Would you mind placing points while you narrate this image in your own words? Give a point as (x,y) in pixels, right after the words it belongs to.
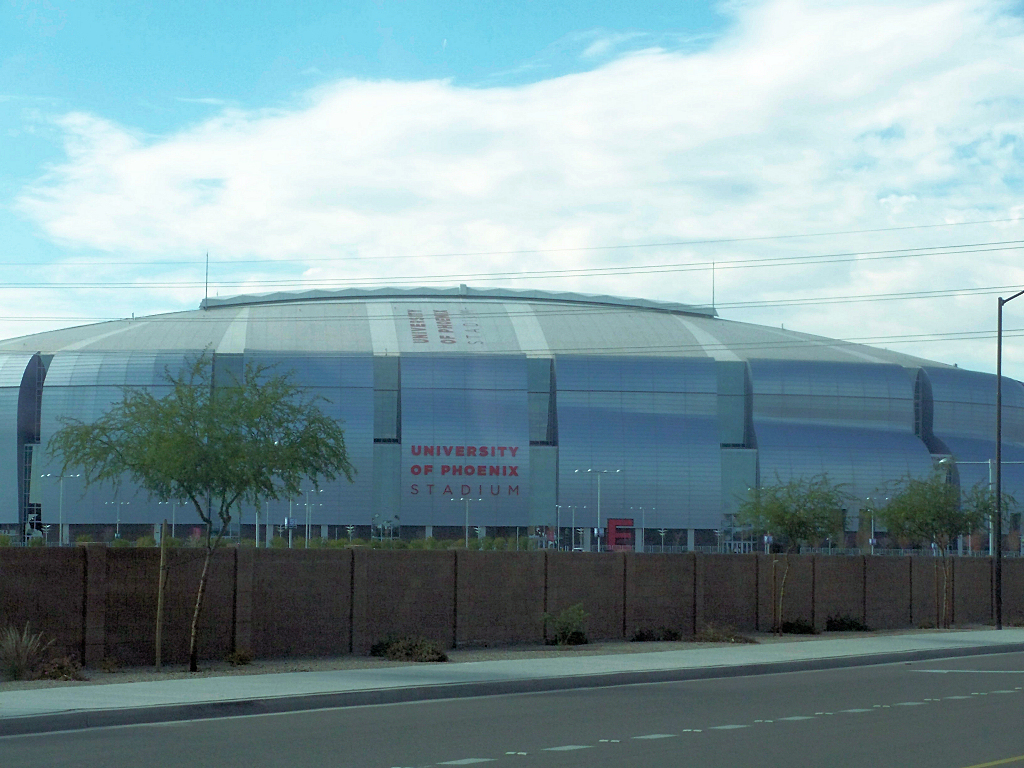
In this image I can see a building (505,382), in front of the building (523,439) I can see poles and fence (347,574), tree (227,418) and at the top (474,52) I can see the sky (779,95) and power line cables (743,261).
